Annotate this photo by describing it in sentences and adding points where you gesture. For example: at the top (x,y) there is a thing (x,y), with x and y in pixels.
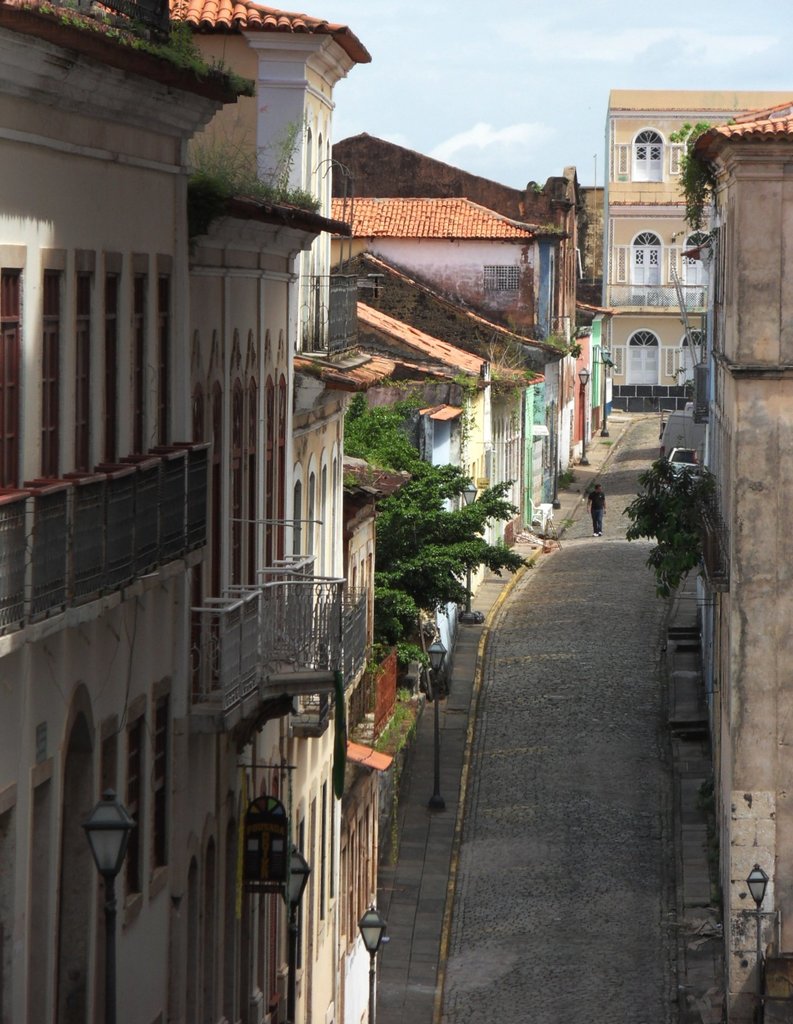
In this picture we can see a person (600,532) on the road (626,549), trees (416,579), light poles (552,406), buildings (124,492) with windows (642,372), some objects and in the background (498,84) we can see the sky (517,84).
